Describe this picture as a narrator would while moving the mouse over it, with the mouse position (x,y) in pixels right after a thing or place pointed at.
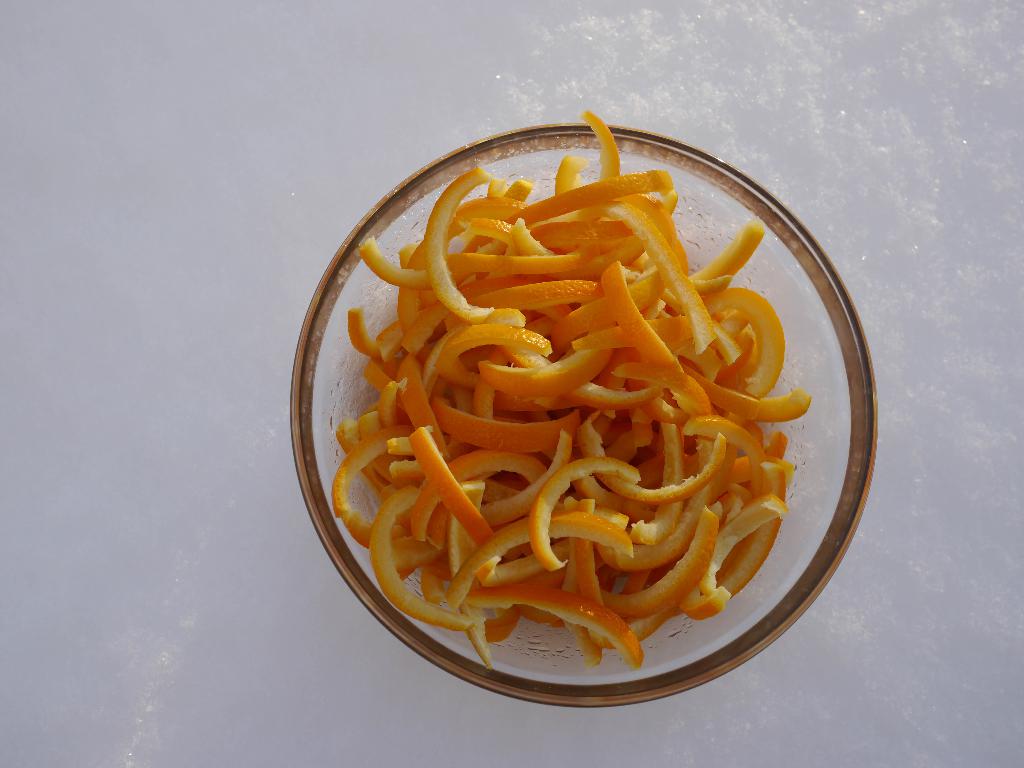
In the center of the image (582,428) we can see an orange peel slices (624,443) in a bowl (830,528) and the bowl (703,213) is placed on the white surface (763,91).
